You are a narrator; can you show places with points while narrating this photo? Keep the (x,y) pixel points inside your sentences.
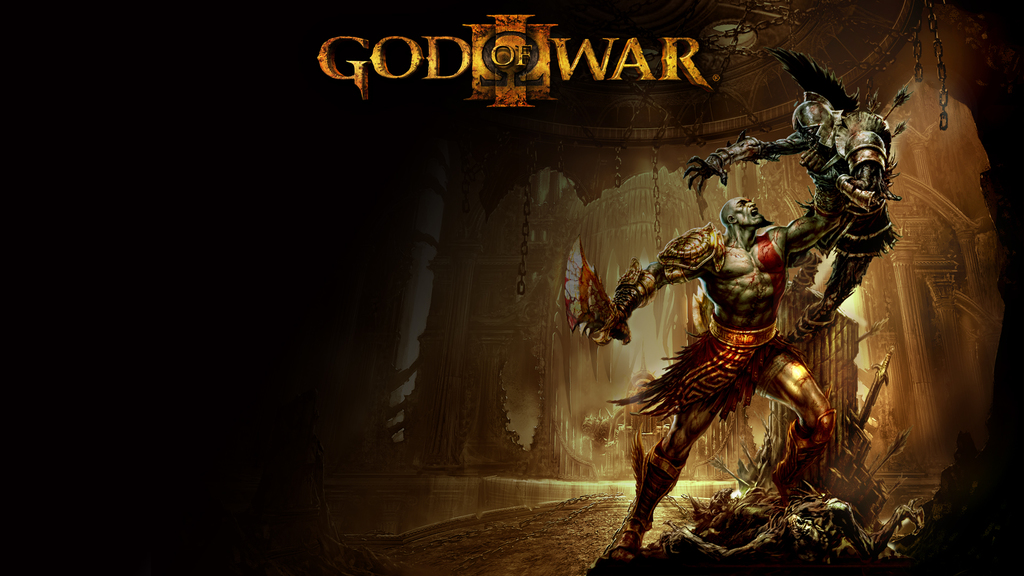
In this image I can see two statues (803,219), they are in gray and red color. Background (519,405) I can see a building (569,408) in brown color and I can see something written on the image.
